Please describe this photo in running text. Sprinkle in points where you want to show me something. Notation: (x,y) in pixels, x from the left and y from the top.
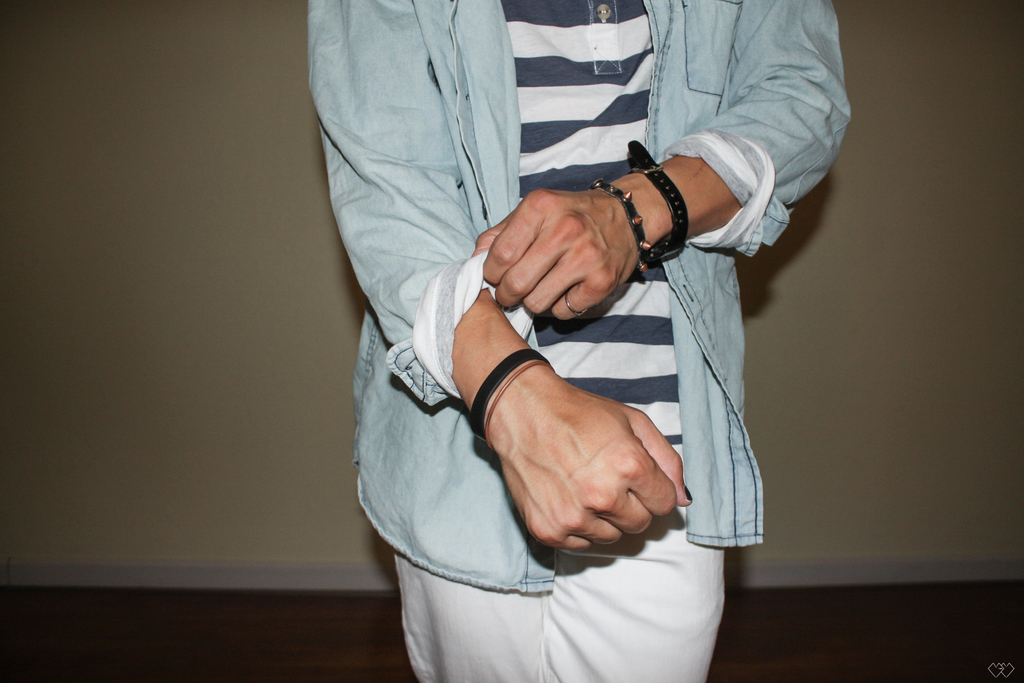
In this image I can see a person (601,451) standing and wearing white and blue color dress (540,183). Person (593,297) is wearing bands (481,405). The wall (314,292) is in cream wall (197,396).
